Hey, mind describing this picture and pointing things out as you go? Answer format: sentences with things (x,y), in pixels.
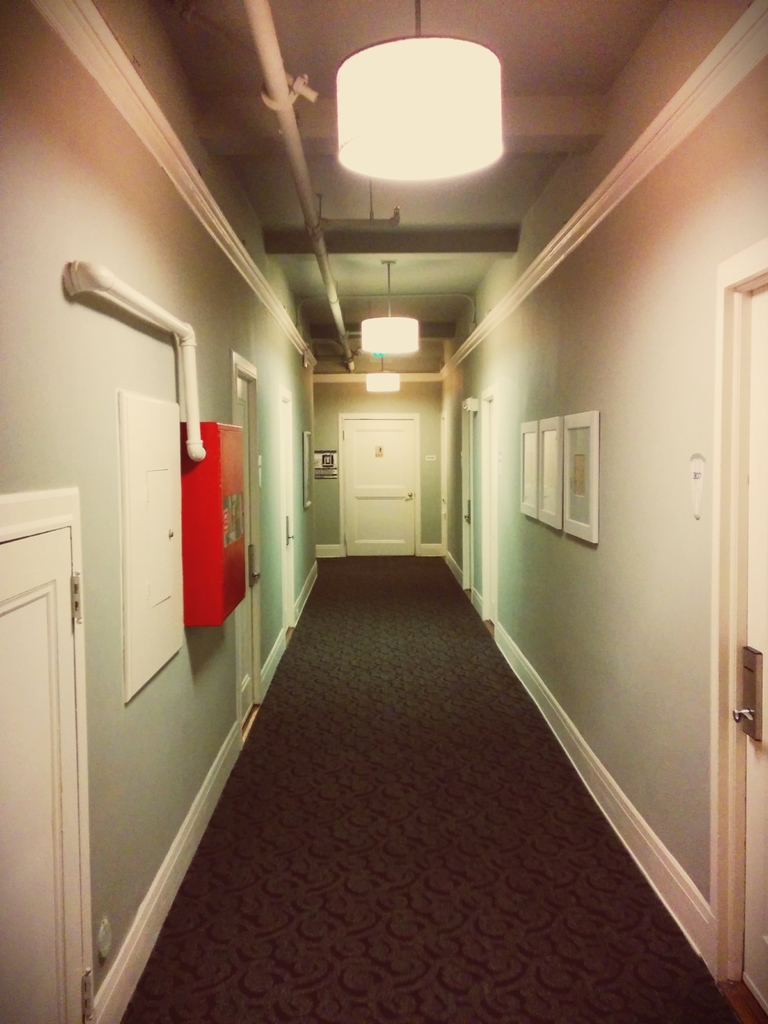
This is an inside view of a building (300,638) in which we can see some doors (356,537), frames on a wall (636,577), some pipes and a roof (324,207) with some ceiling lights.
